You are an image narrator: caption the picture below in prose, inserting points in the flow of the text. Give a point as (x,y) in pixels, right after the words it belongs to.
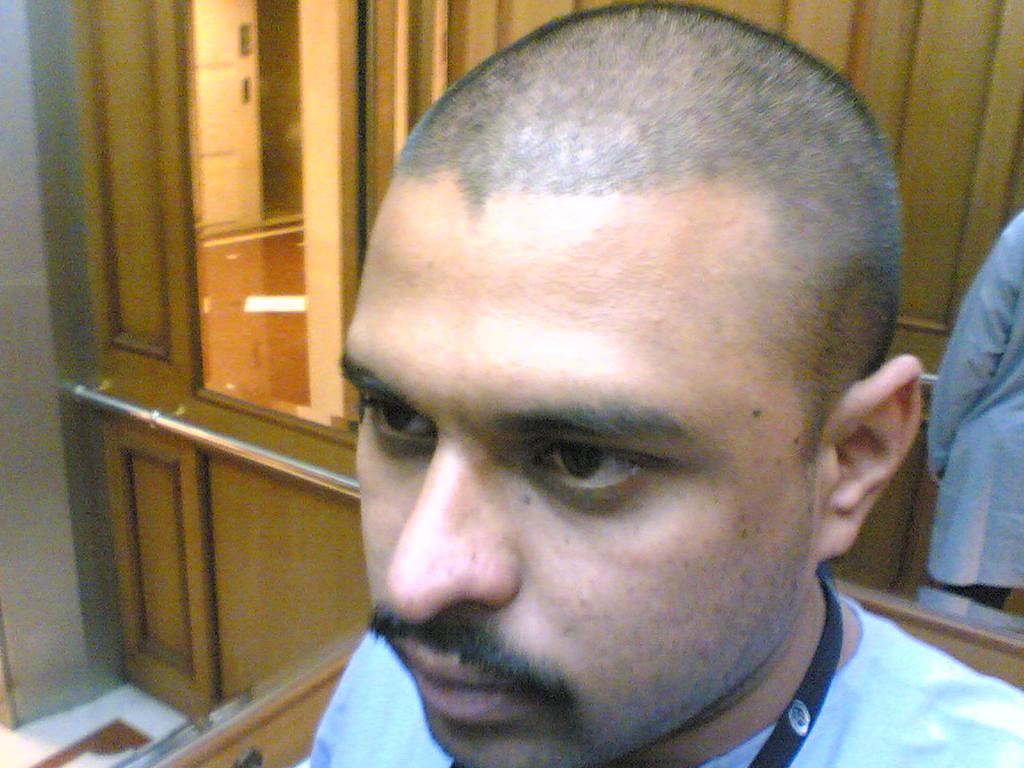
As we can see in the image there is a man (568,553) and mirror (144,362). In mirror (300,76) there is reflection (923,231) of cupboards (935,154).
